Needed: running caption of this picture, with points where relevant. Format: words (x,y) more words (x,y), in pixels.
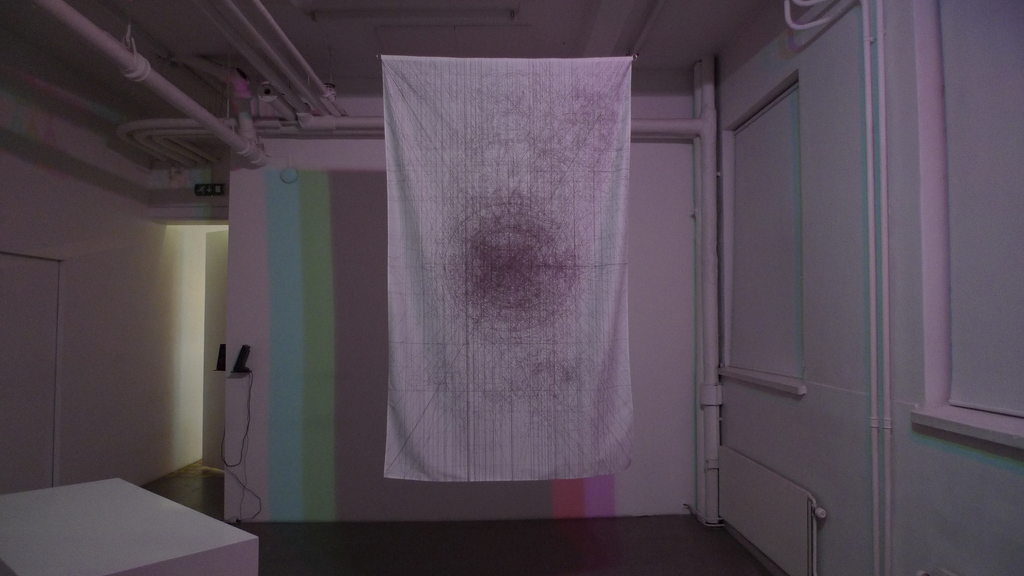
This is an inside view of a room (186,347) and here we can see a towel (505,162), pipes (233,120), cables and some objects (223,364) and there is a wall (844,339).
